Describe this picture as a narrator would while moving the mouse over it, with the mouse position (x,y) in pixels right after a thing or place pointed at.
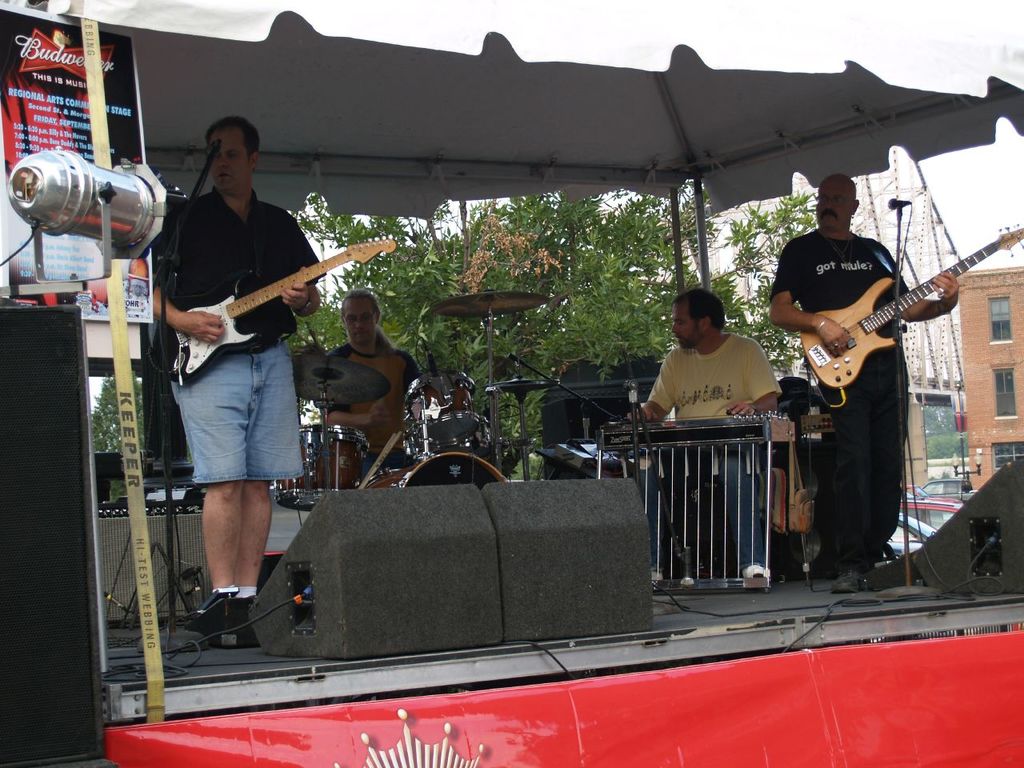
In this picture we can see four persons (851,246) playing musical instruments (224,328) such as guitar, steel guitar (715,433), drums (421,406) and they are on stage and in the background (915,534) we can see trees (591,246), buildings (974,295) with windows (1001,393), car (915,518), banners (110,139).
